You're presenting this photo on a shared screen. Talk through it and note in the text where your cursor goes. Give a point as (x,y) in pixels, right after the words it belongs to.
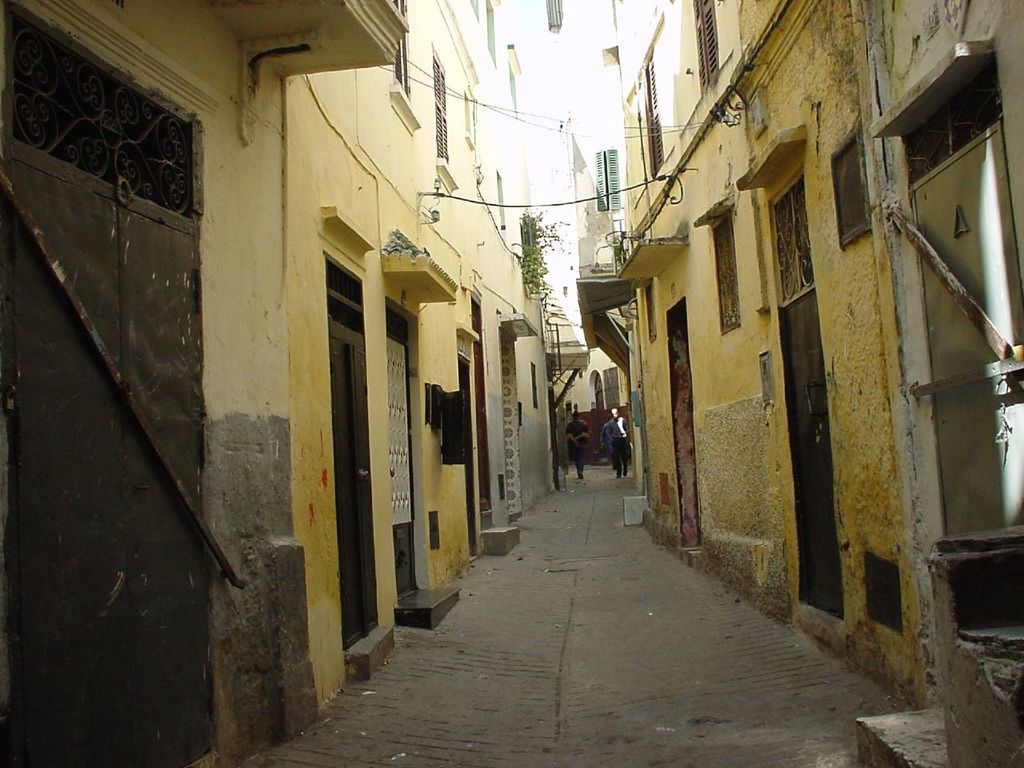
In this image in the middle (584,502) there is a path (586,527). On the path (597,495) few people (610,447) are moving. On both sides of the path (584,502) there are buildings (642,286). These are doors (364,451), these are the windows (711,61).
